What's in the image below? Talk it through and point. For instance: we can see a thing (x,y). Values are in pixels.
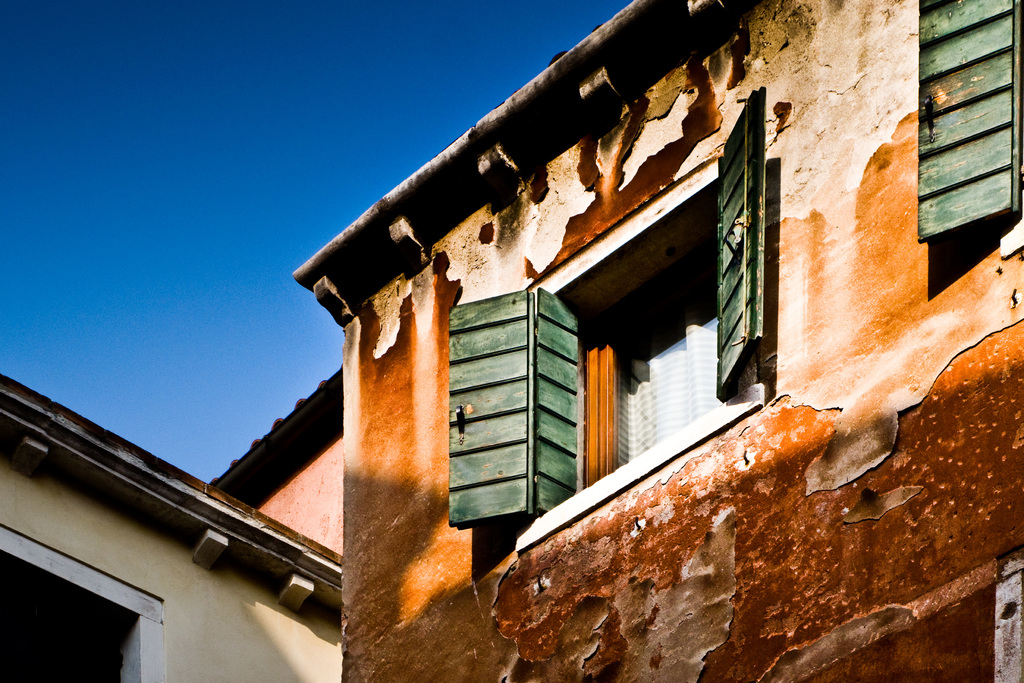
In this image there is a picture of an old building (815,246), in this image we can see an open window (701,208).
